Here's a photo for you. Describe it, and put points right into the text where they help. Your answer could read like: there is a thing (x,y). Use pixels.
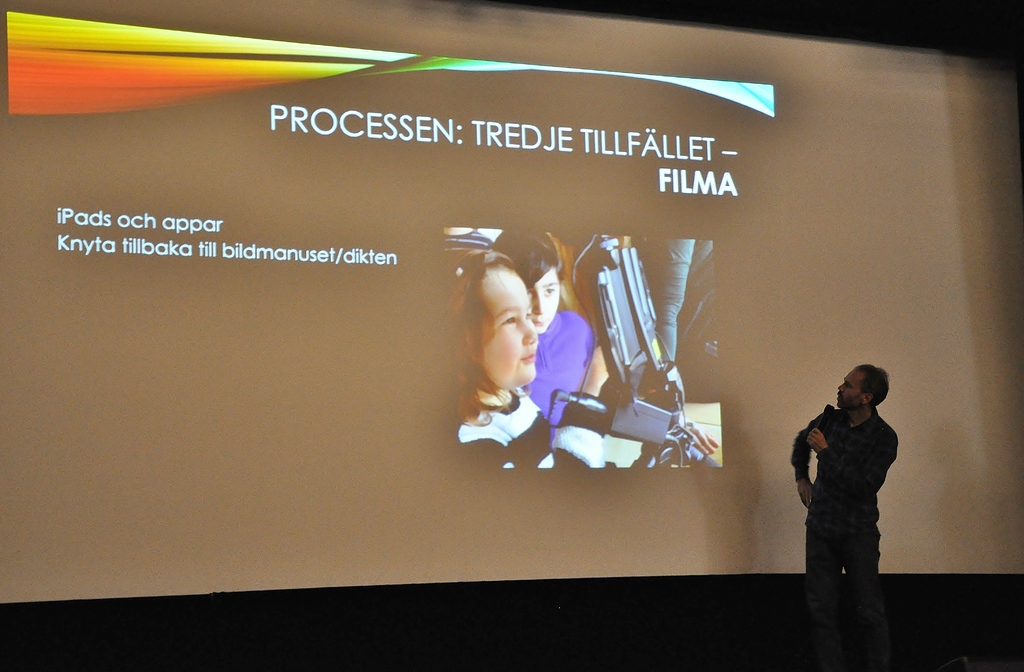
On the right (881,453) there is a man (876,465) who is wearing shirt (839,501), jeans (861,573) and shoes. He is holding a mic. Besides him we can see a projector screen (772,143). In the projector screen (518,197) there are two children (540,345) who are looking to the camera. Here we can see something is written in swedish. On the bottom (388,664) we can see darkness (350,634).
